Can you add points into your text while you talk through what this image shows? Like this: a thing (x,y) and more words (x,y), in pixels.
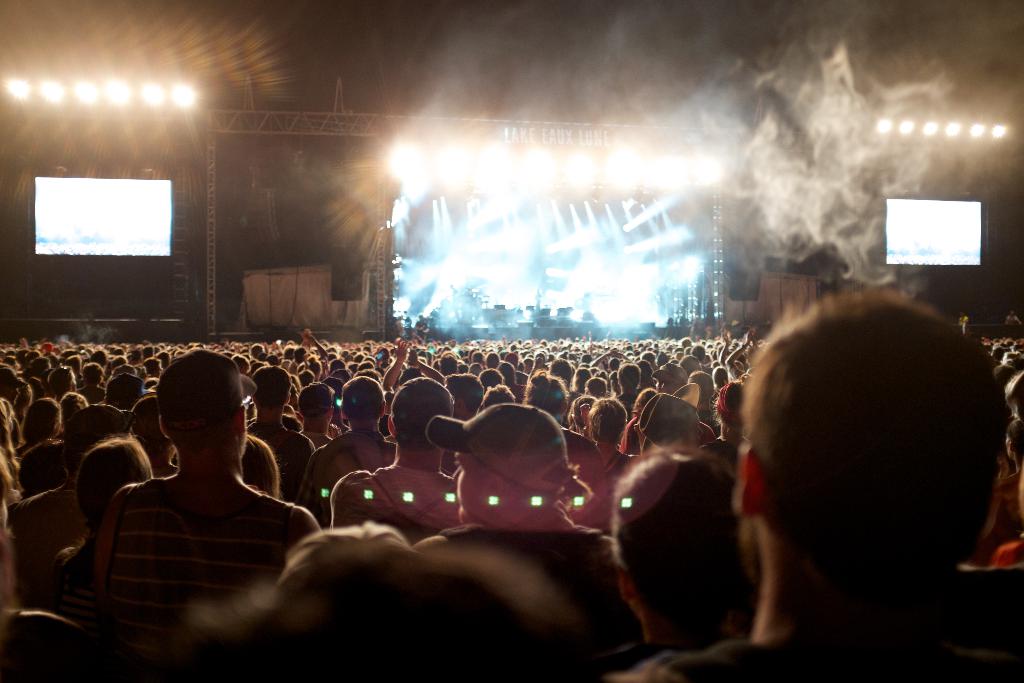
It is a concert, there are a lot of lights (455,211) around the stage (562,150) and also two screens (934,233) on the either side of the stage (367,299), the huge crowd (229,349) is standing in front of the dais (483,319).
